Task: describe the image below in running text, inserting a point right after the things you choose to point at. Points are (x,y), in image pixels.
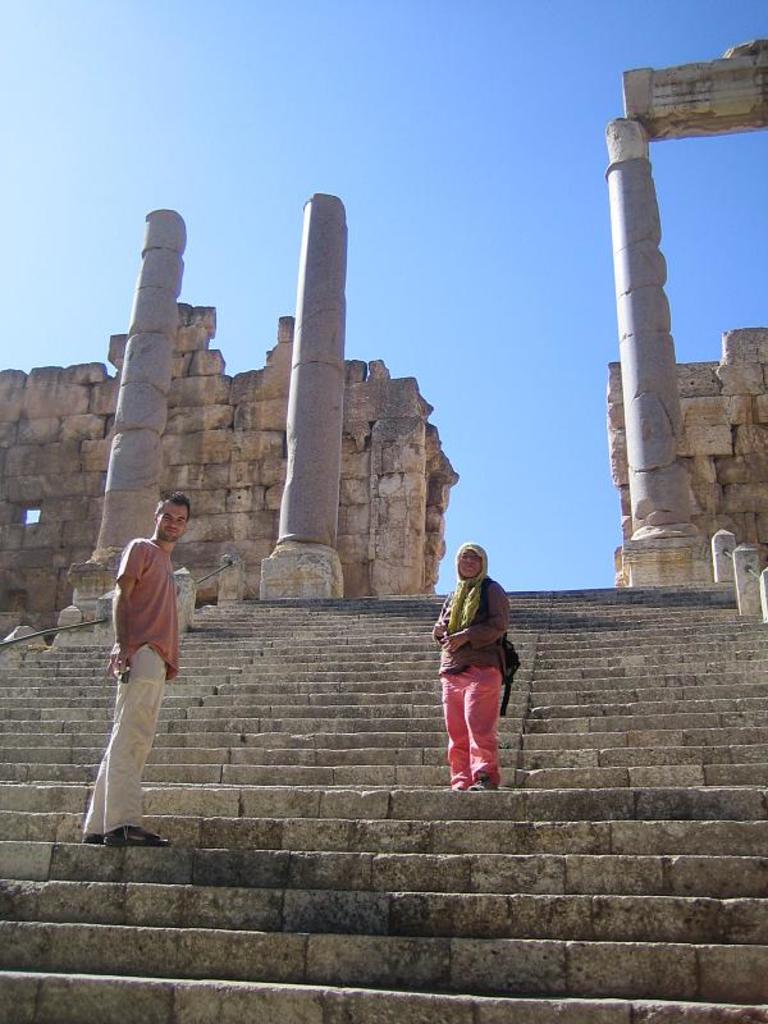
In this picture we can see a man (148,626) and woman (475,630), they are standing on the steps (358,812), in the background (159,334) we can find few pillars (145,334) and metal rods (224,567).
